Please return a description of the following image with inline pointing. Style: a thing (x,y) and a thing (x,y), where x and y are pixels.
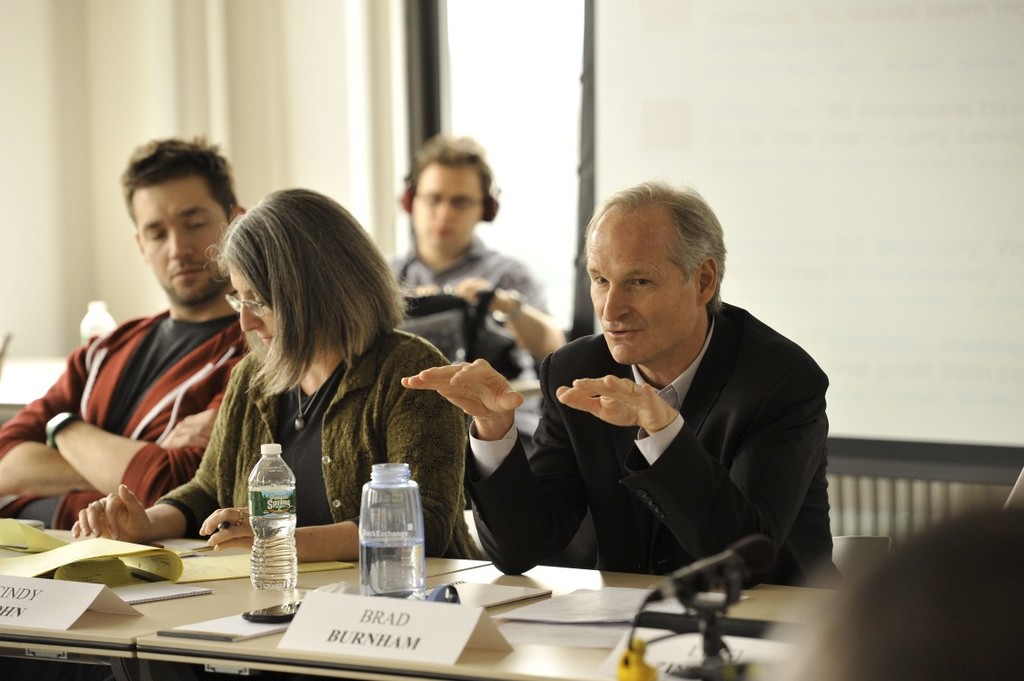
In this picture we can see few people (639,481) are seated on the chair (844,535), in front of them we can find bottles (276,496), name boards (503,639), papers (590,602) and microphones (722,594) on the table (575,651).
